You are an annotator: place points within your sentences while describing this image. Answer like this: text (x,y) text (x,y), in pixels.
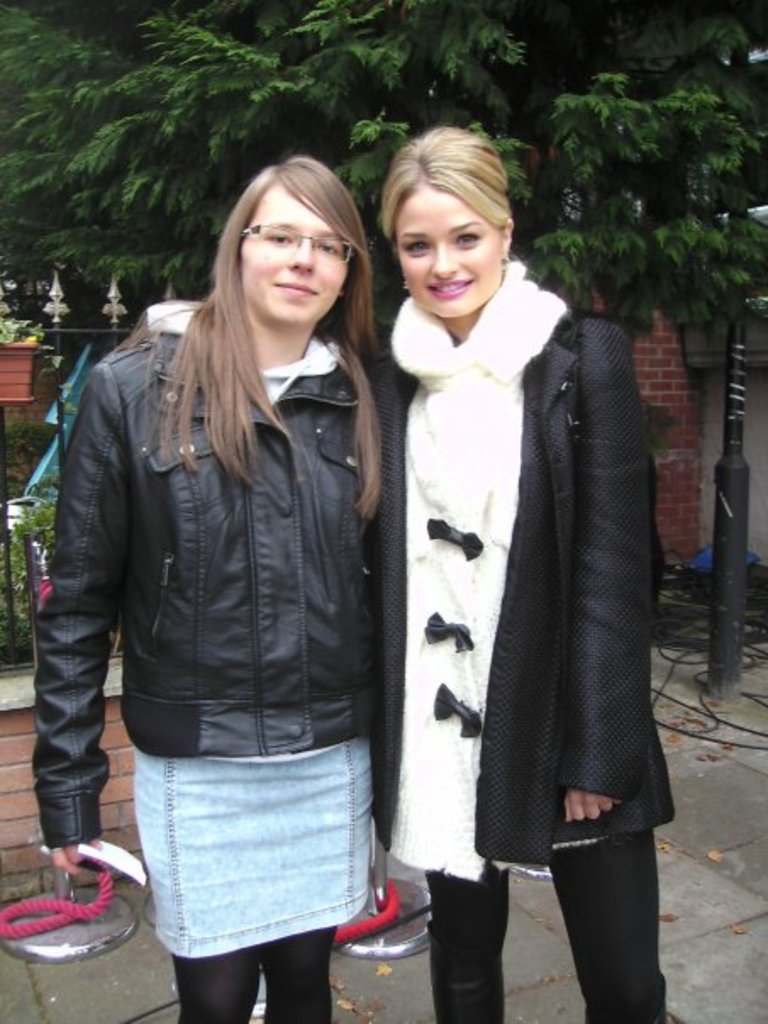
This image is taken outdoors. At the bottom of the image (710,943) there is a floor (711,971). In the background (335,133) there is a tree (619,180) and there is a plant (40,510). There is a pot (12,395) with a plant (38,337) and there is a railing (113,329). In the middle of the image (419,466) two women (425,690) are standing on the floor (543,959) and they are with smiling faces (488,270).
